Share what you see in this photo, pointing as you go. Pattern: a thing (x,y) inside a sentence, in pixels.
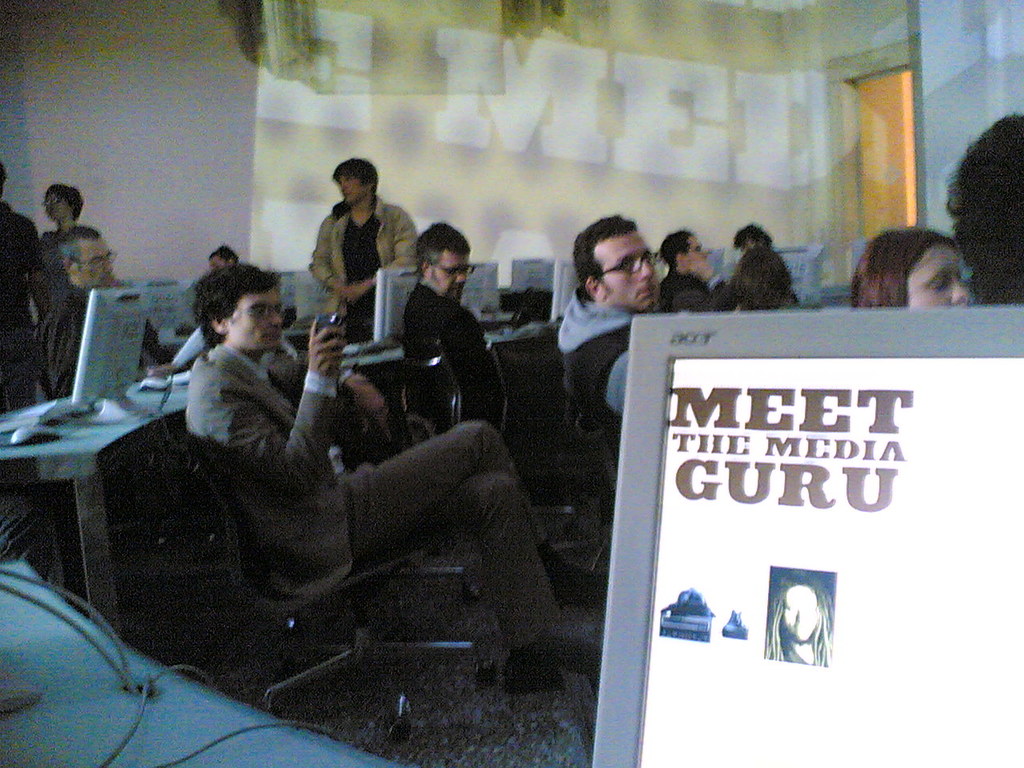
In this image we can see some persons (467,244), chairs (220,472), monitors (387,340) and other objects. In the background of the image (62,147) there is a wall (510,236), door (889,120) and other objects (533,112). On the left side of the image (123,676) there are wires (121,650) and an object (89,628). On the right side of the image (830,376) there is the monitor (815,633).
